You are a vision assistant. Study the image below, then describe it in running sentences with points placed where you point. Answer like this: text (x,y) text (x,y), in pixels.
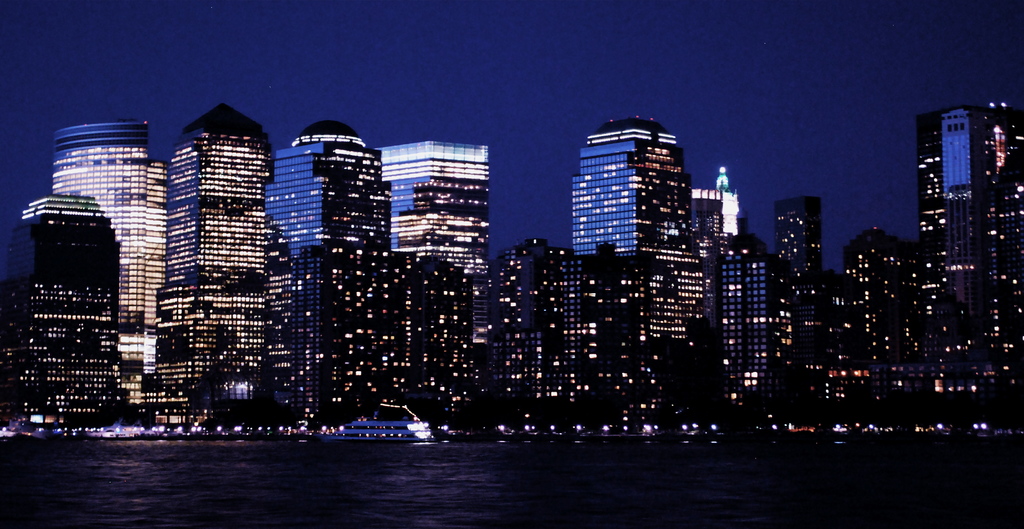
In this image I can see the water (394,488), a ship (426,422) which is white in color on the surface of the water (402,453) and few other boats (20,432). In the background (132,365) I can see few buildings (180,277), few lights (695,424) and the sky (198,75).
